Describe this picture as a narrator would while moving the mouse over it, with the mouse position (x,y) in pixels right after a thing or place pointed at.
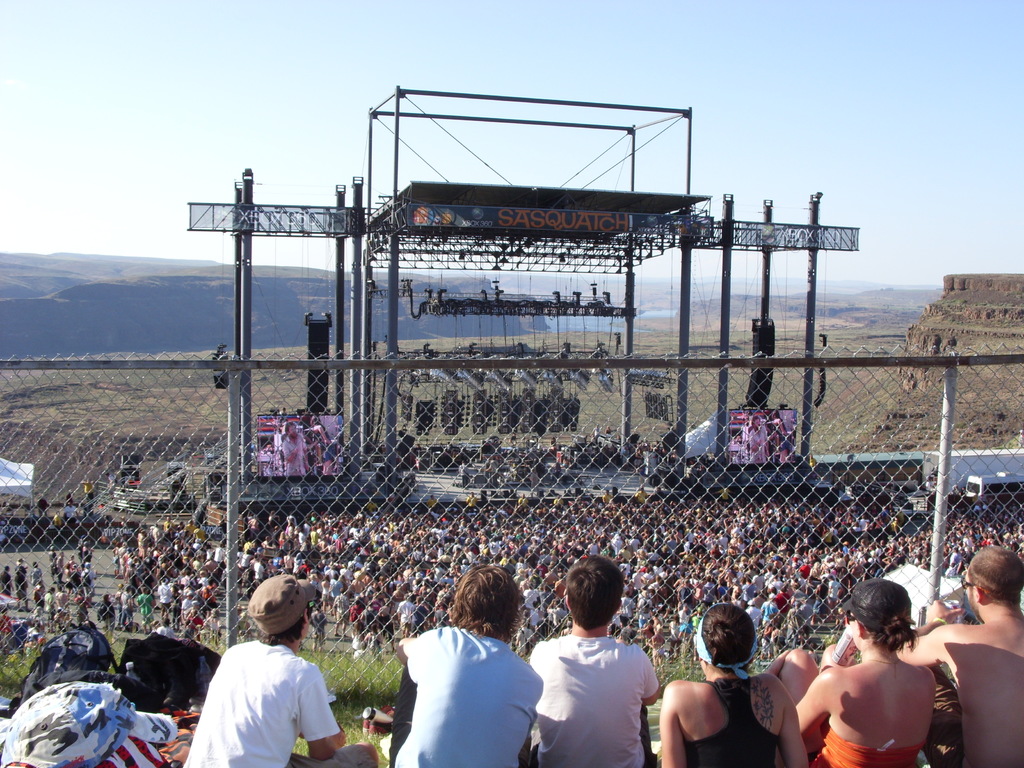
In this image there is a metal structure (466,193) and a stage (543,487), on the left (326,444) and right side of the stage (578,435) there are screens (311,448), above the stage (553,437) there are few focus lights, in front of the stage (502,452) there are so many people (760,545) and there is a net fence (128,517). At the bottom of the image (264,674) there are a few people (594,697) sitting. In the background (442,330) there are mountains (94,288) and the sky (612,88).
